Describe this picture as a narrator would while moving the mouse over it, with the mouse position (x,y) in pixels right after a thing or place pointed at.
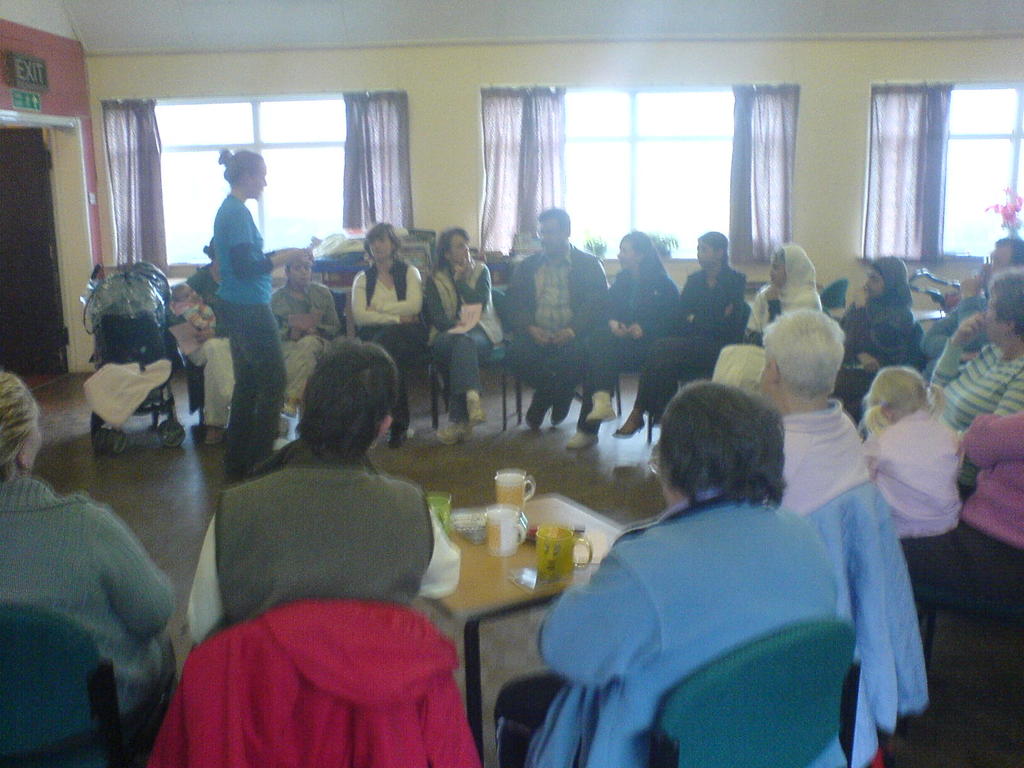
In the picture we can see a hall (1003,388) with some people (994,378) sitting on the chairs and middle of them, we can see a woman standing and talking and near to her we can see a table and on it we can see some cups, jugs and in the background (998,95) we can see a wall (100,240) with windows (197,161) and curtains (131,189) to it.
